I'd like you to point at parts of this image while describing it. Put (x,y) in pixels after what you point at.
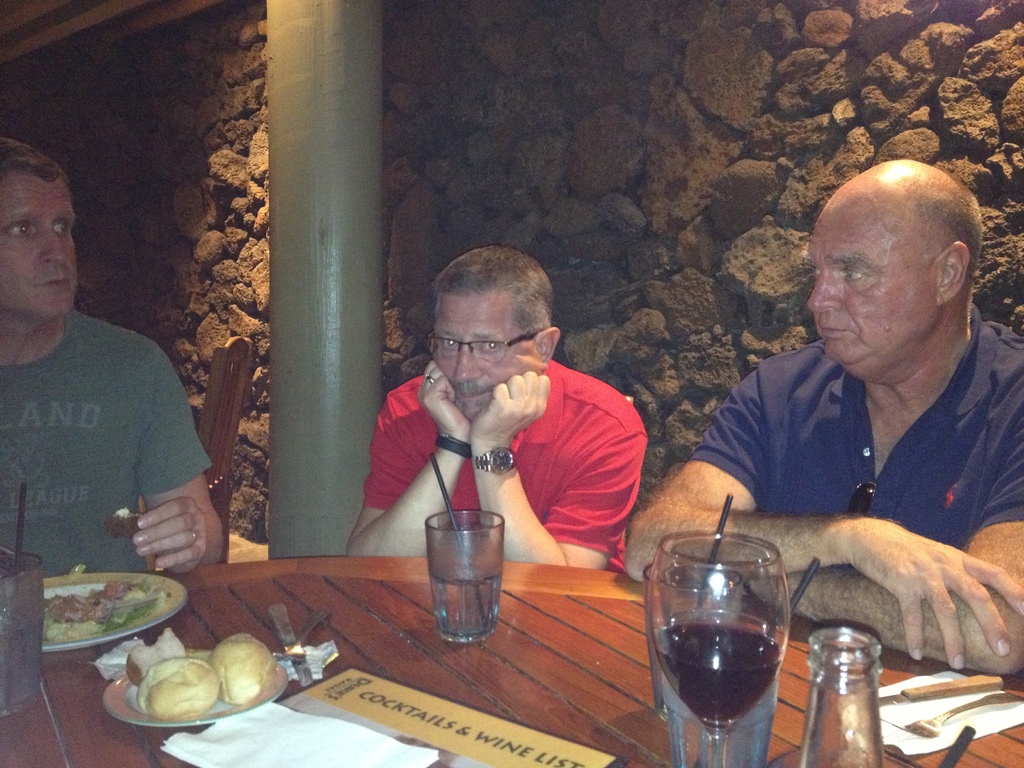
In this image we can see three persons (743,459). One person (514,393) is wearing specs (502,346) and watch (491,463). In front of them there is a wooden surface (509,625). On that there are glasses (678,621), plates (51,580) with food items (71,617), forks (298,641), knives (284,635) and few other things (323,661). In the back (372,266) there is a pillar (365,206) and there is a wall (425,154) with stones (398,179).
